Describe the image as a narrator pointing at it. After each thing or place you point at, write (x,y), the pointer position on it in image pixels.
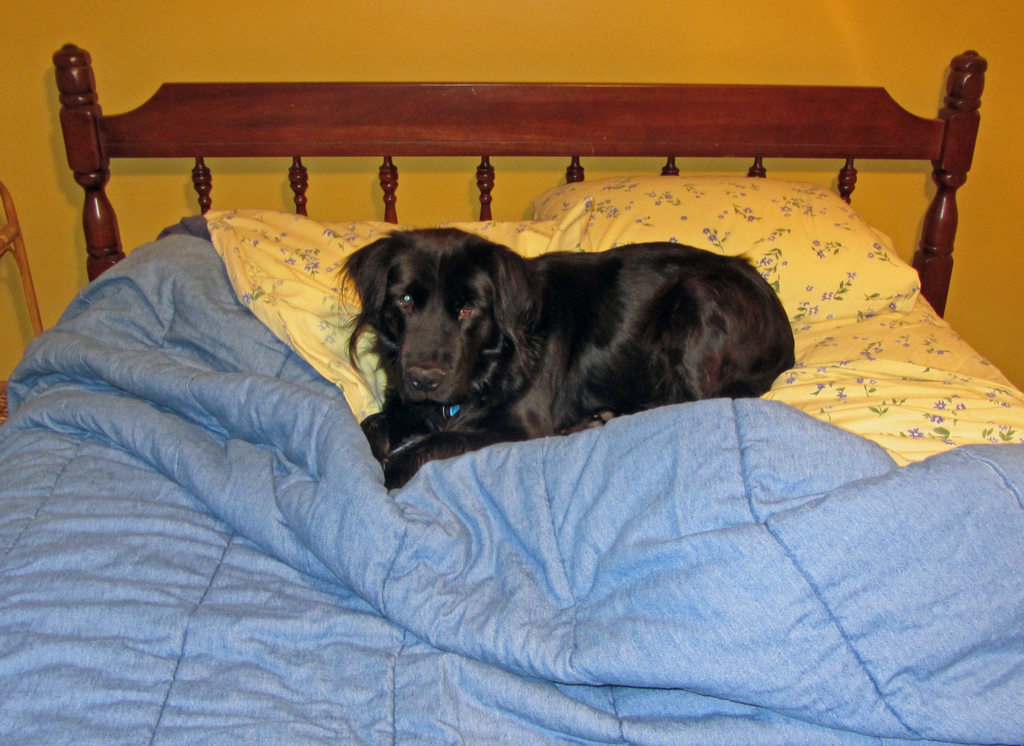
The picture is taken in a room (184,419). In the picture there is a bed (117,149), on the bed (254,276) there are pillows (611,205), blanket (720,672) and a dog (502,327). At the top (203,43), the wall (707,22) is painted yellow.
